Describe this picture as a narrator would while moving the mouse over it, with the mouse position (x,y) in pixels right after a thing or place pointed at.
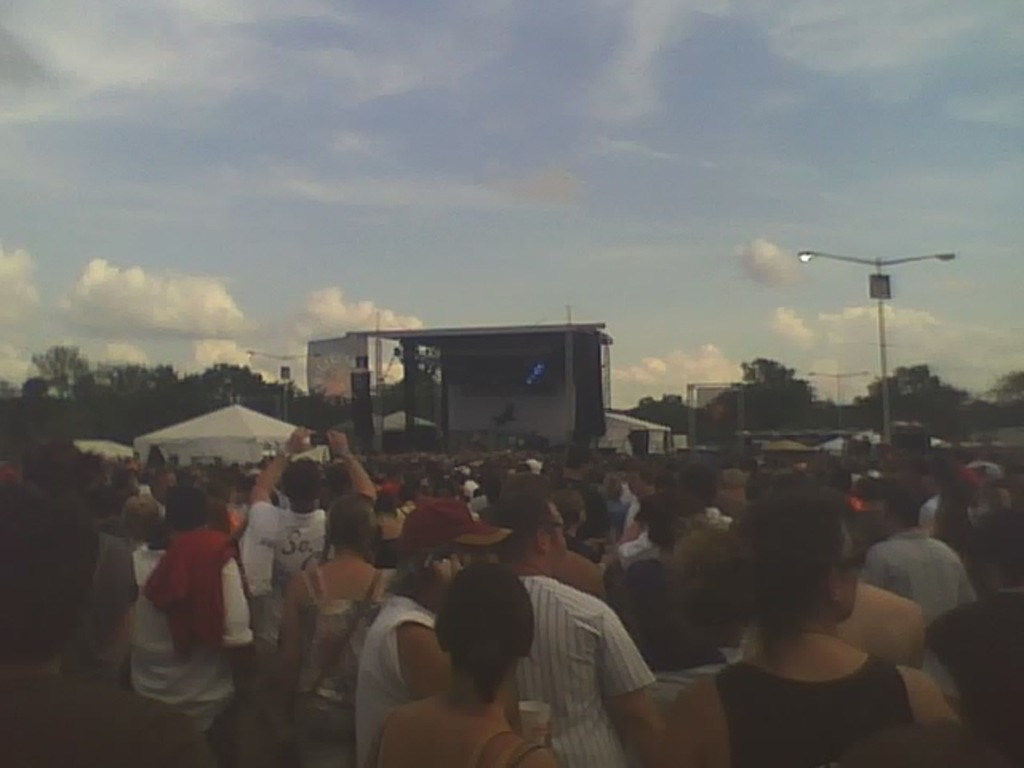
As we can see in the image there are group of people (610,579), buildings (448,414), street lamps (907,259) and trees (167,402). At the top (591,169) there is sky (366,200) and there are clouds (314,69). The image is little dark.
